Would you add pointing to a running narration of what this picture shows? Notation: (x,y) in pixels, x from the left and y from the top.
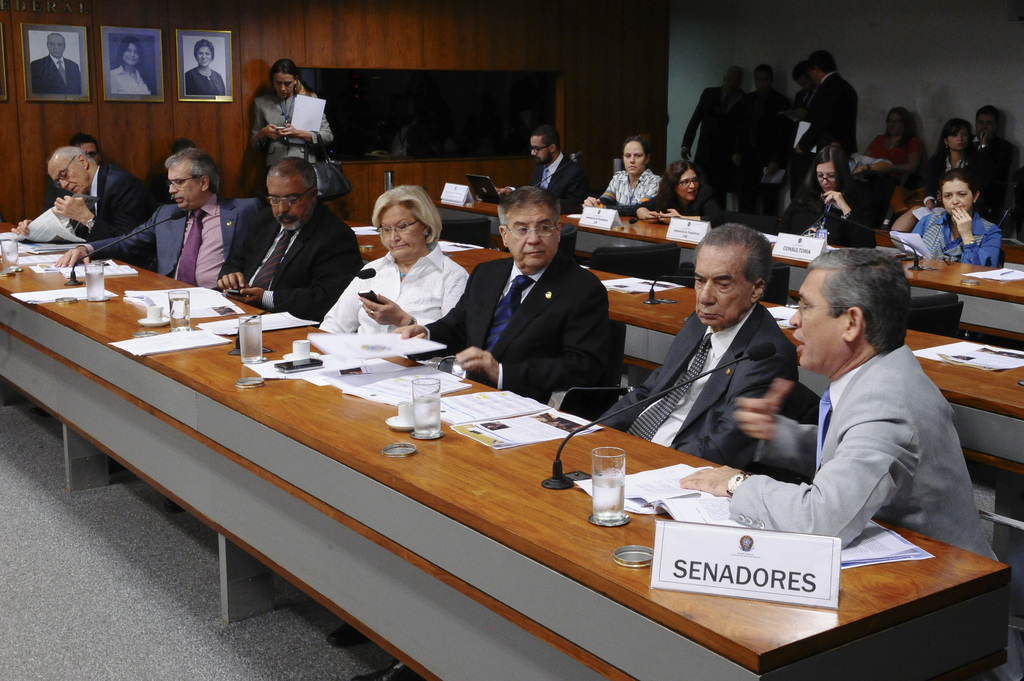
on the background (775,38) we can see wall (668,36), cupboard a huge screen (422,85) and photo frames (156,40). Here we can see few persons (769,97) standing. we can see all the persons (739,385) sitting on chairs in front of a table (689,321) and few are talking and on the table (624,534) we can see board (699,554), papers (475,433), glass (426,404) of water (179,303), cups (407,406), saucers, mike's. This is a floor carpet (122,617).
